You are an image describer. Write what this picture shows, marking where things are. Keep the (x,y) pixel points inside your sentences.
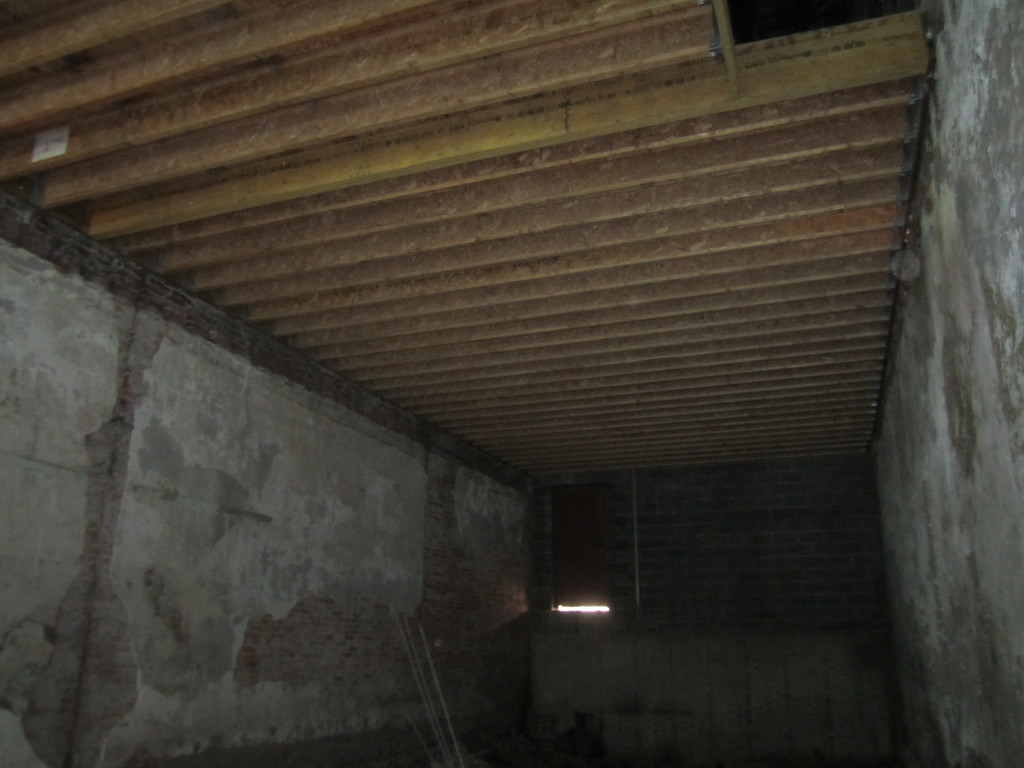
In the foreground of this image (369,721), on the right (921,618) and left, there are walls (934,625). In the background (758,660), there is a wall (718,650). On the top (572,163), there are wooden beams (549,124).
